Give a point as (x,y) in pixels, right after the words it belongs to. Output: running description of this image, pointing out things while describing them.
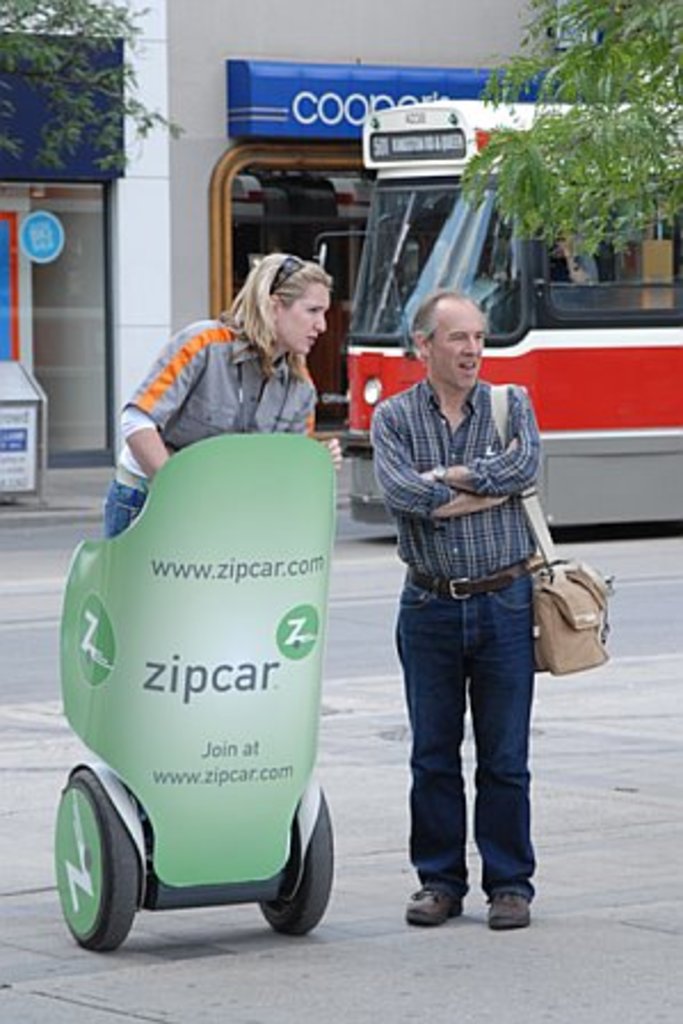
In this image I can see a woman (180,418), a man (436,441) and I can see both of them are wearing shirt (395,454) and jeans (484,743). Here I can see he is carrying a bag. In the background (627,176) I can see a bus (388,278), few trees (612,75), a building (350,53) and over there I can see something is written. I can also see a green colour thing (63,672) over here and on it I can see something is written.
